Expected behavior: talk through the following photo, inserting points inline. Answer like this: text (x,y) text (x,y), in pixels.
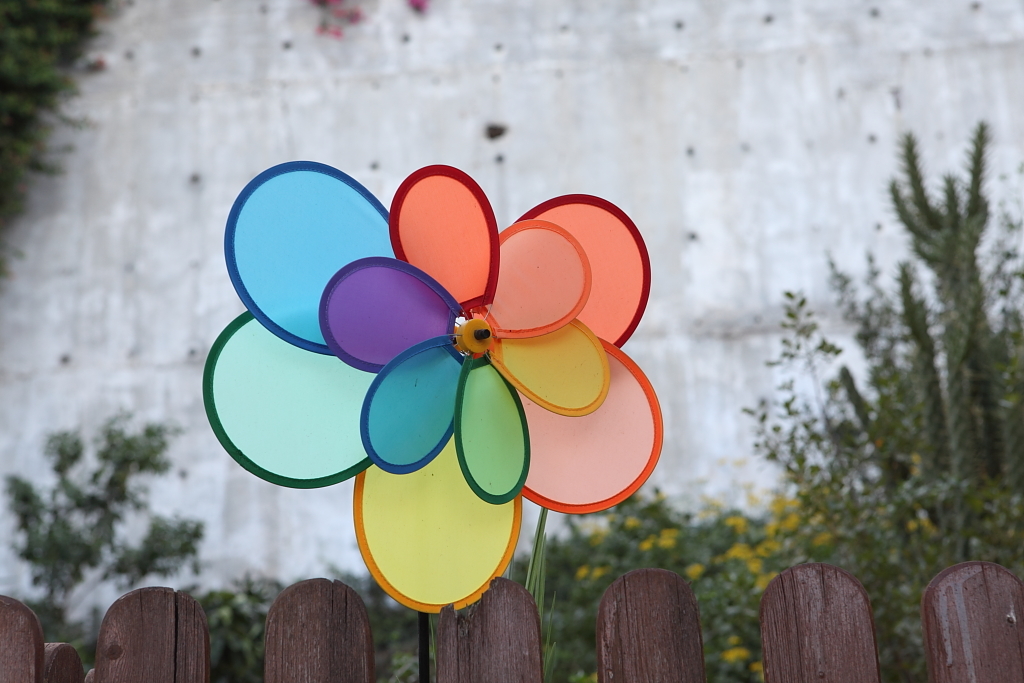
There is a decorative windmill (335,414) on a wooden fencing (537,611). In the back (802,496) there are plants (42,528). Also there is a wall (81,141).
